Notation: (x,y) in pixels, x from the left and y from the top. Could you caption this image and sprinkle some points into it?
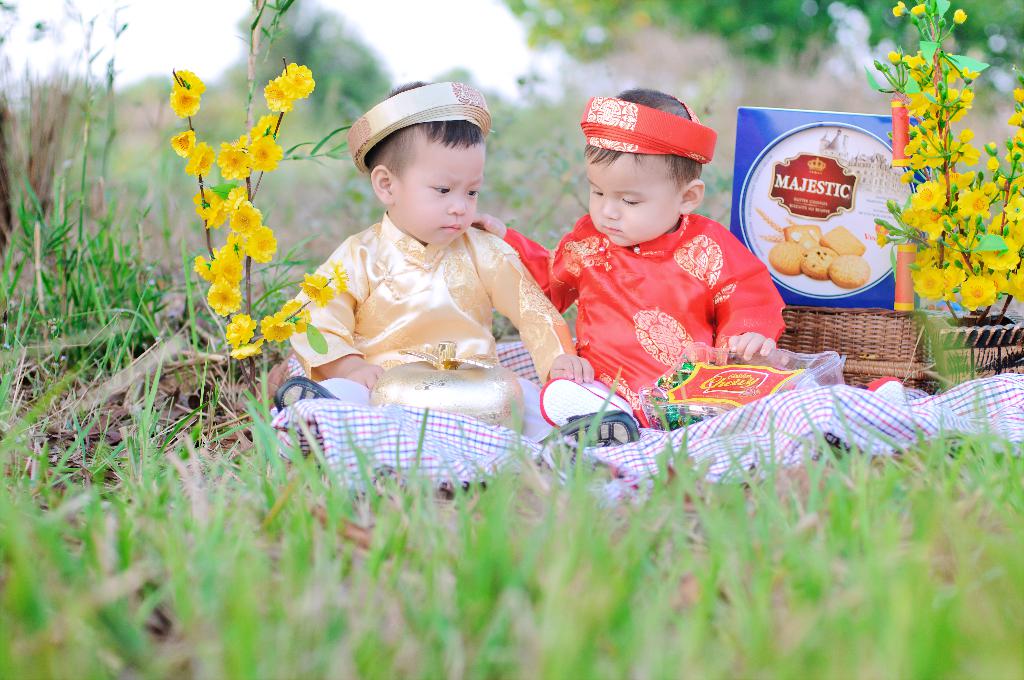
In this picture there are two boys (466,296) who are sitting on the cloth (647,445), beside him I can see the basket (846,351), cookie box (883,209) and other objects (436,394). On the right (922,212) I can see some yellow flowers (965,184) on the plant (936,209). In the background (973,36) I can see many trees (970,24), plants (145,248) and grass (319,247). At the top (391,59) I can see the sky (399,44).
